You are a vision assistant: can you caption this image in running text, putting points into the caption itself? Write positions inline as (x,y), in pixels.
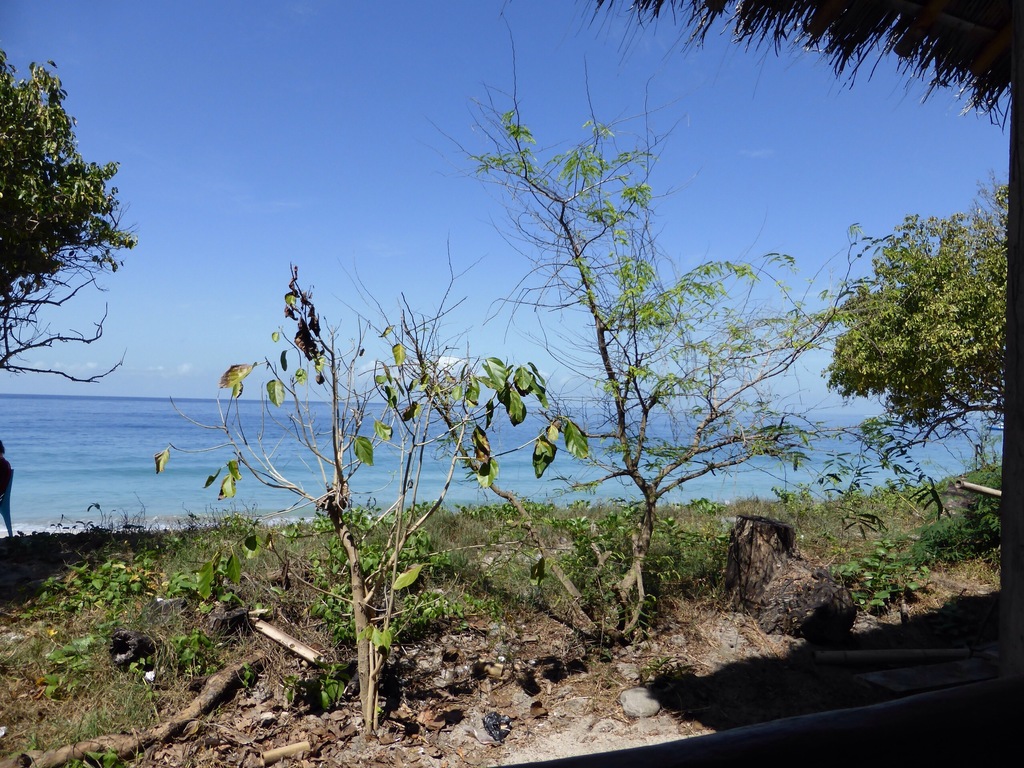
In the image there are few plants (336,524) and trees (975,318) on the grassland (151,633) and in the back (49,415) its a beach (398,436) and above its sky (331,138).
